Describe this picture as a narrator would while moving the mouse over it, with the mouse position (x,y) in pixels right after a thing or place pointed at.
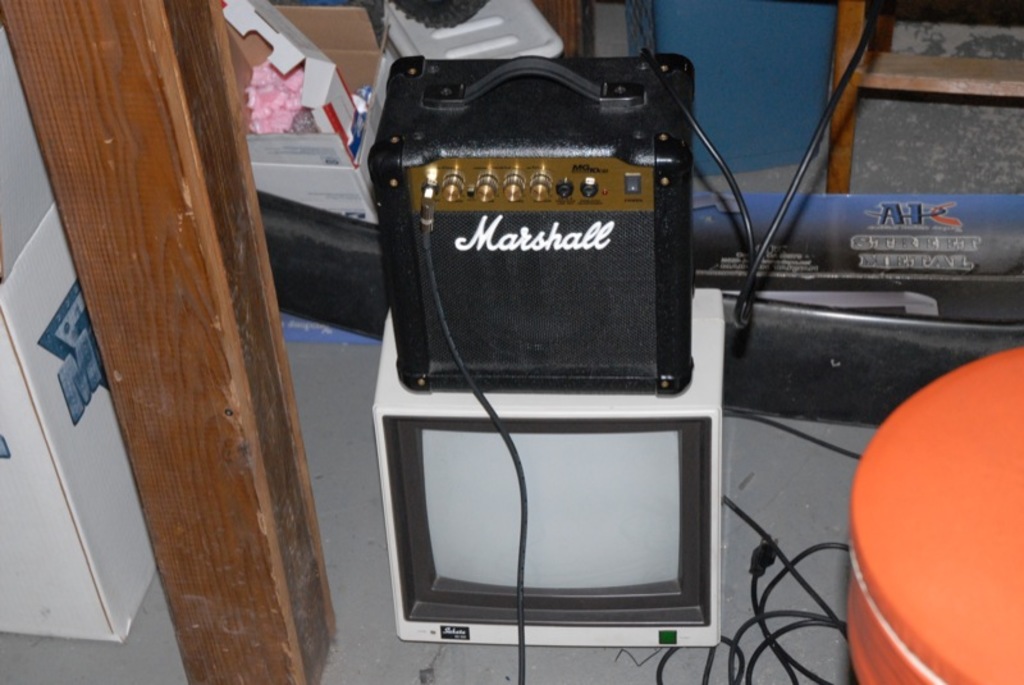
In this image we can a speaker (388,203) on a television (657,514). Beside the television (621,600) we can see the cables (810,623) and a wooden object (210,303). Behind the speaker (420,193) there are few objects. On the right side (915,528), we can see an object (914,525).
